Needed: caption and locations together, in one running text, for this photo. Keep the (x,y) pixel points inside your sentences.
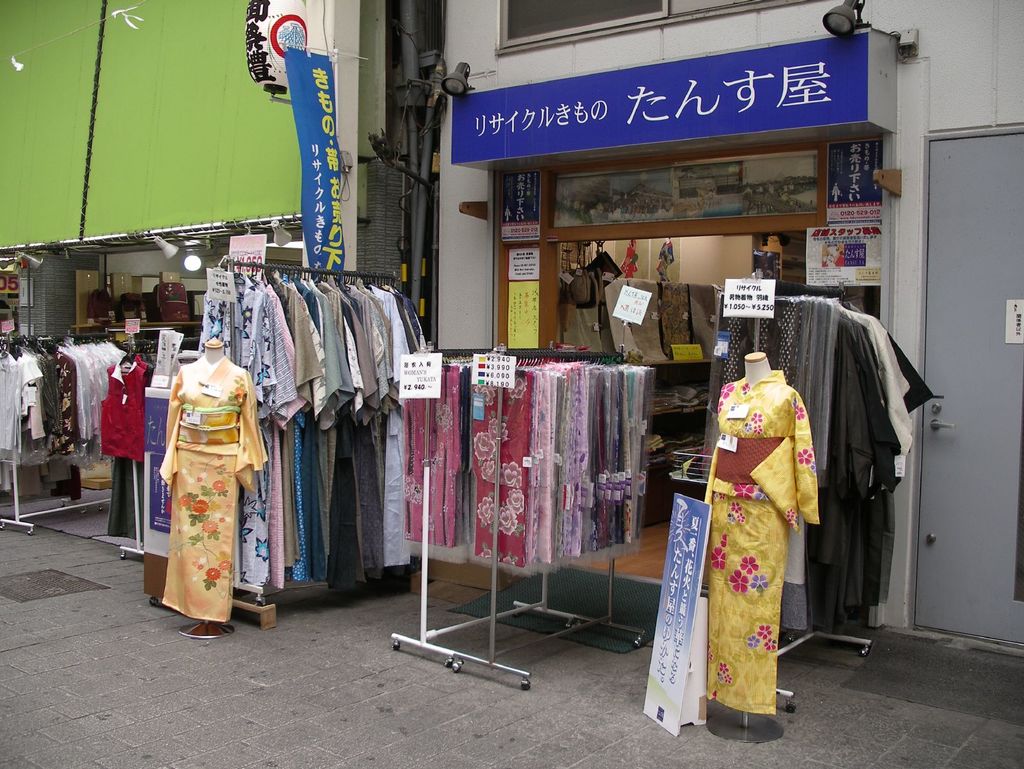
In the picture we can see a clothes shop (705,462) and outside the shop (857,218) also we can see some clothes (543,462) to the stand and hangers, and besides also we can see some clothes shops (111,61).
